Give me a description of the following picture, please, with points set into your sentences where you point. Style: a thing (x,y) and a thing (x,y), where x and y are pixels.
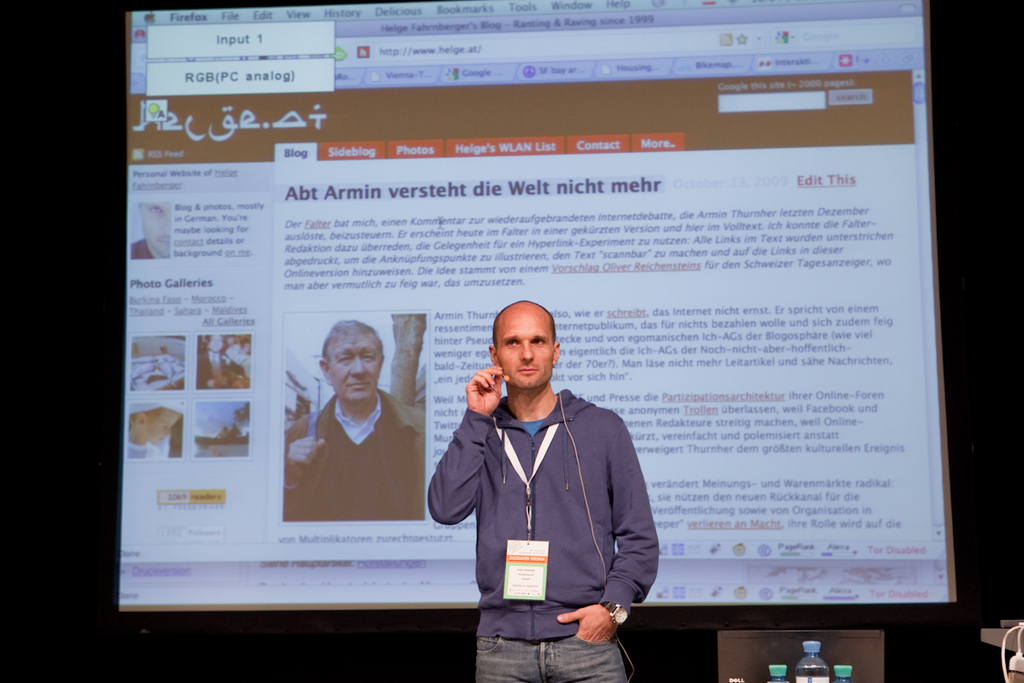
In this picture we can see a person (439,457). There are a few bottles (822,661) and white objects (1018,624) on the right side (1003,670). We can see a screen (192,513) in the background (826,124). On this screen (257,474) there are a few people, some text (324,267) and photo galleries (235,373).
